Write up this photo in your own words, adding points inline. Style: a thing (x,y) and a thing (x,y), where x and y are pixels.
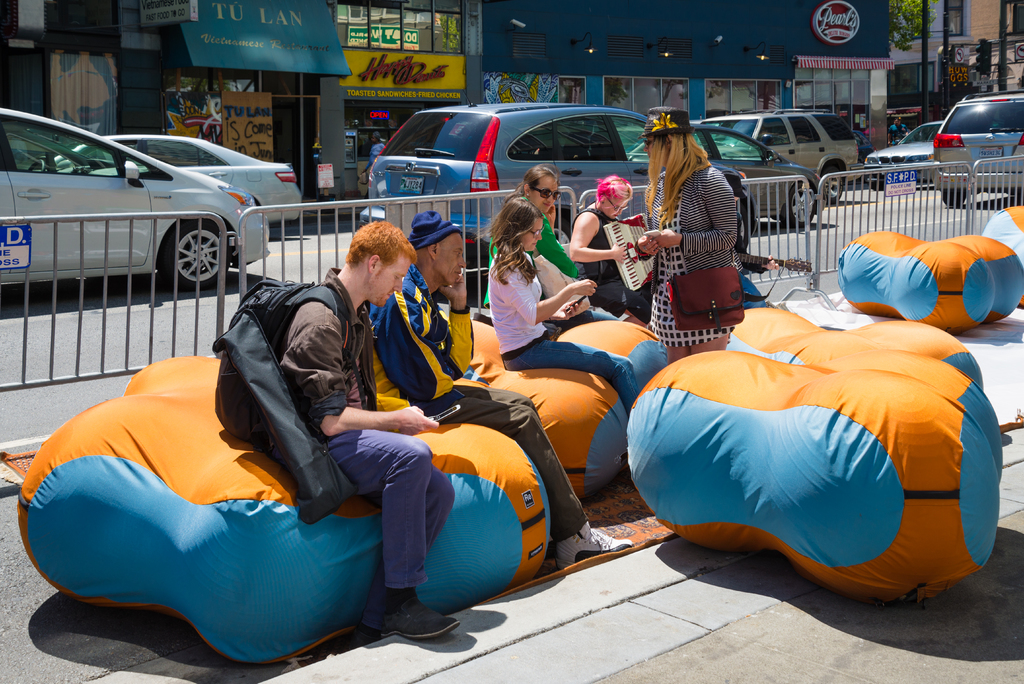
In the image there are inflatables (837,463) and few people (547,220) are sitting on inflatables (546,370), beside them a woman (664,185) is standing, there is a metal fencing (152,283) behind them and behind the fencing (444,194) there is a road (6,307) and on the road (5,321) there are lot of vehicles (610,166), in the background (474,94) there are many stores (307,40).
